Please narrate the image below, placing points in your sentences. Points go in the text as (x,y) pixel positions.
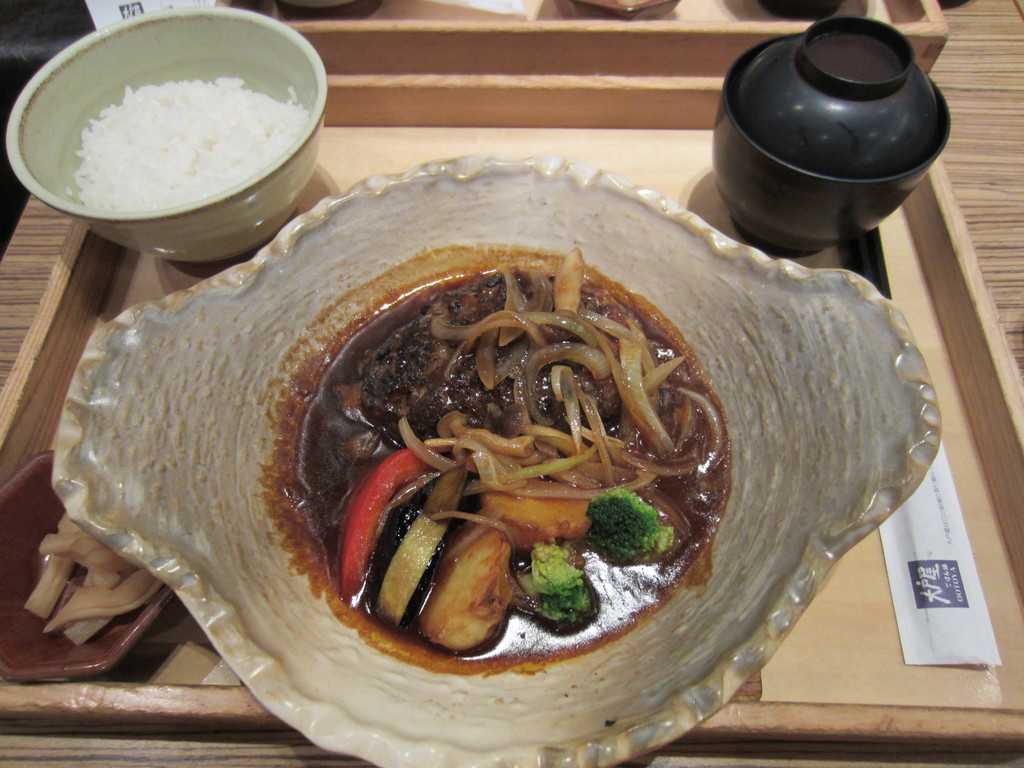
In this image we can see a food item (598,401) in a bowl (428,219). The bowl (214,310) is in a wooden tray (412,116). At the top of the image (534,67), we can see one more tray (520,18). We can see some rice (148,121) in a bowl (194,32) and one black color bowl (807,142). There is one more food item (81,599) in a bowl (115,616) on the left side of the image (84,612). On the right side of the image (892,560), we can see a white color object (931,572).
